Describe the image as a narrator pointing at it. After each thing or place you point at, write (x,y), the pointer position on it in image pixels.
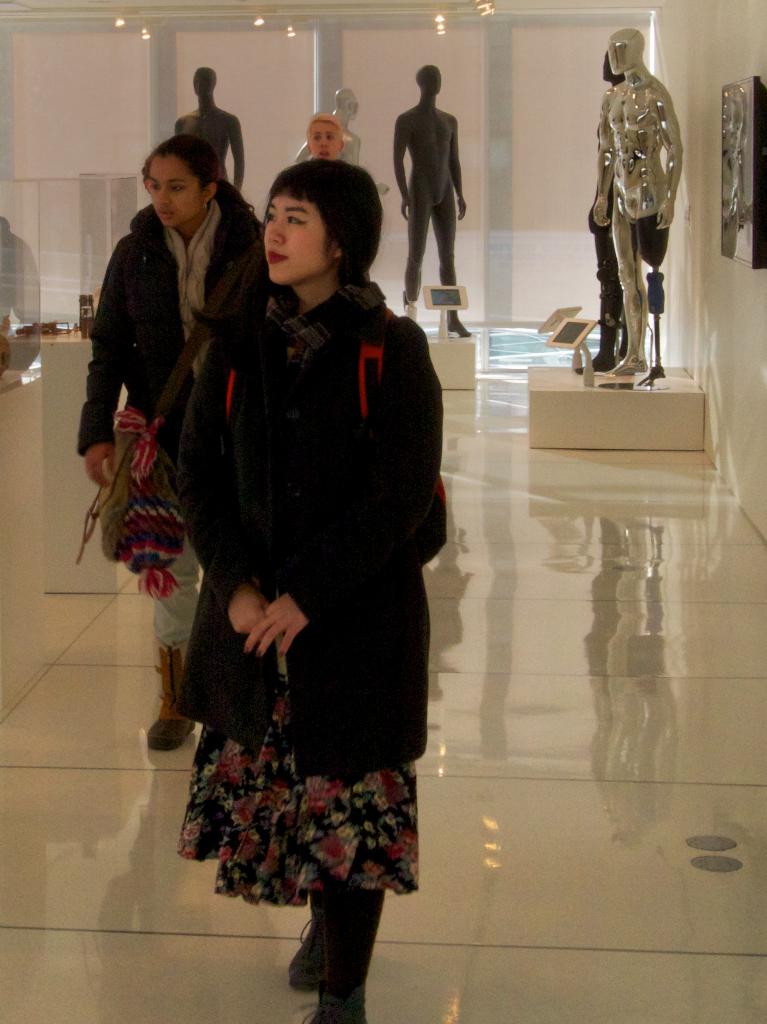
In the picture I can see people (367,536) standing on the floor (527,625). I can also see mannequins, an object (750,117) attached to the wall (711,139), lights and some other objects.
